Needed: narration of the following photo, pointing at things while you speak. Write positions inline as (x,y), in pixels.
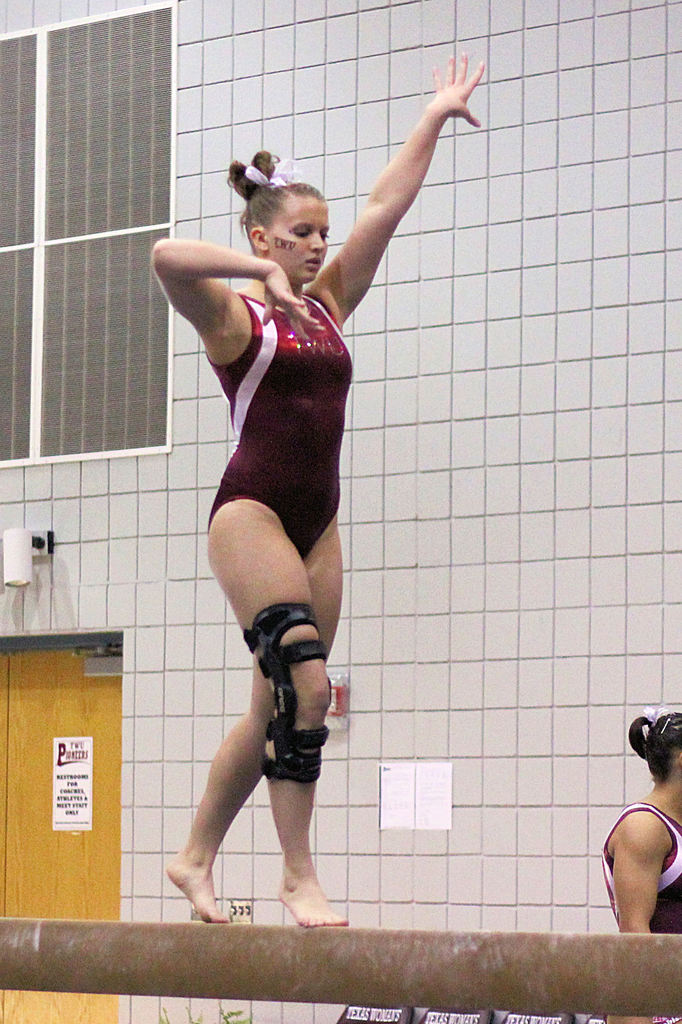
This picture shows a woman (322,693) performing gymnastics and we see another woman (670,880) on the side and we see a building (357,617) and a door (78,876).
